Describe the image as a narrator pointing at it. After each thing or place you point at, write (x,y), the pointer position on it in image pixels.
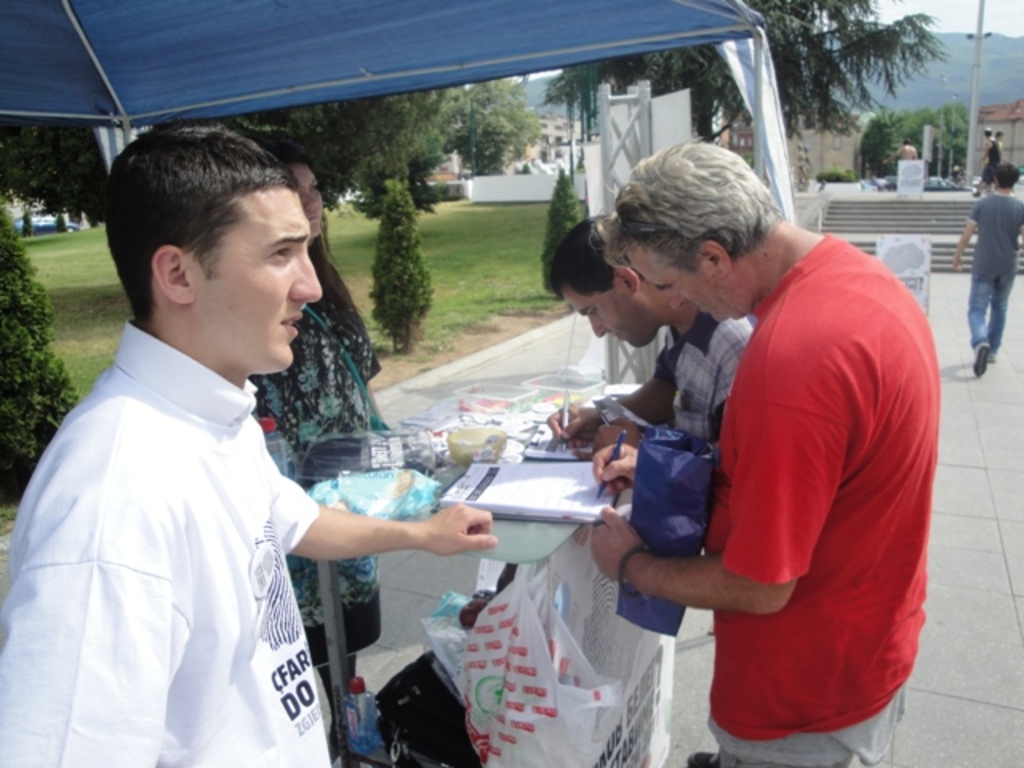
This is an outside view. On the left side (161,493), I can see a man (148,607) wearing white color dress (155,554) and looking towards the right side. Beside this person (162,524) two men (742,550) are standing and writing something with a pen (604,490) on the papers (546,486). Here I can see a woman (327,374) standing under a blue color tent (316,39). In front of her I can see a table (432,471) on which a bowl (480,453) and some papers (482,468) are placed. Under this table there is a black color bag (416,715). On the right side (978,262), I can see a person (980,309) is walking on the ground (994,420). In the background (552,124) there are some trees (494,122), buildings (989,112) and poles (976,62).
